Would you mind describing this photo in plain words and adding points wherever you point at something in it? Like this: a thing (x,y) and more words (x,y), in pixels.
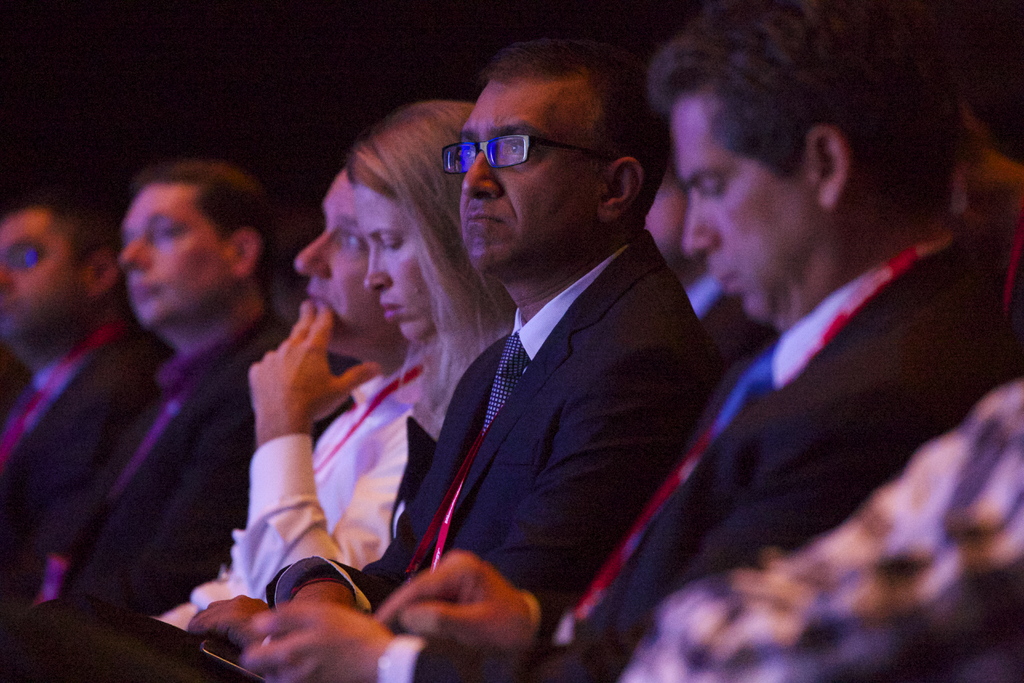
In this Image we can see group of persons (633,366). One man (500,367) is wearing a coat (619,331) with spectacles (507,142).
